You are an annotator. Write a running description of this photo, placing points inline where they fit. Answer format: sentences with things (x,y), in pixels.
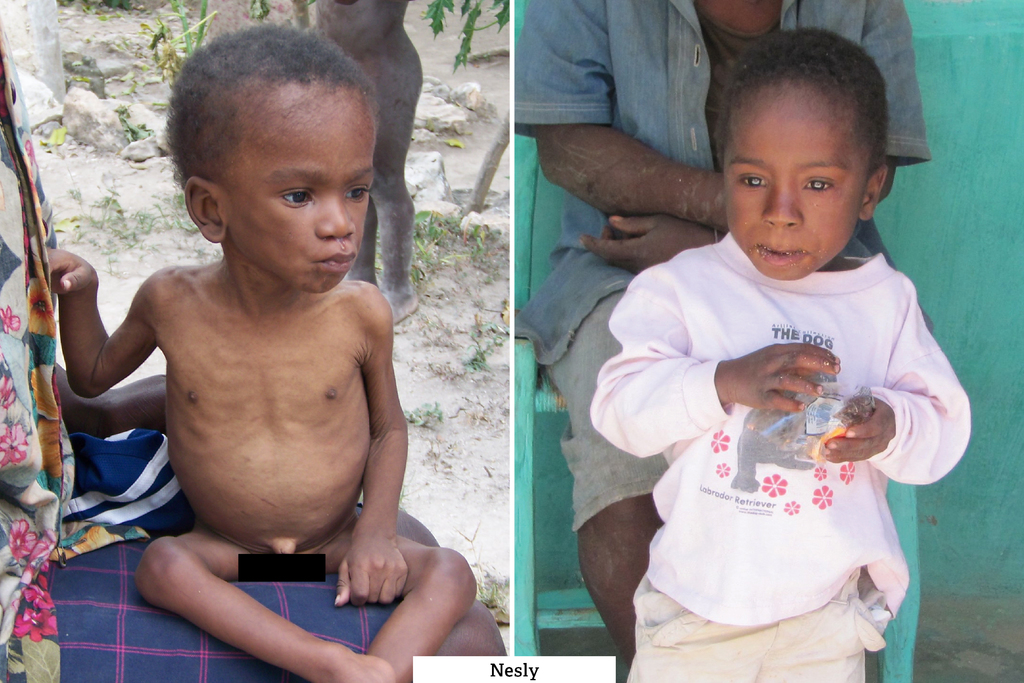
This image is a collage. In this image there are people (348,396) and we can see rocks (156,117). There are plants (464,53) and we can see a wall (1014,200).
